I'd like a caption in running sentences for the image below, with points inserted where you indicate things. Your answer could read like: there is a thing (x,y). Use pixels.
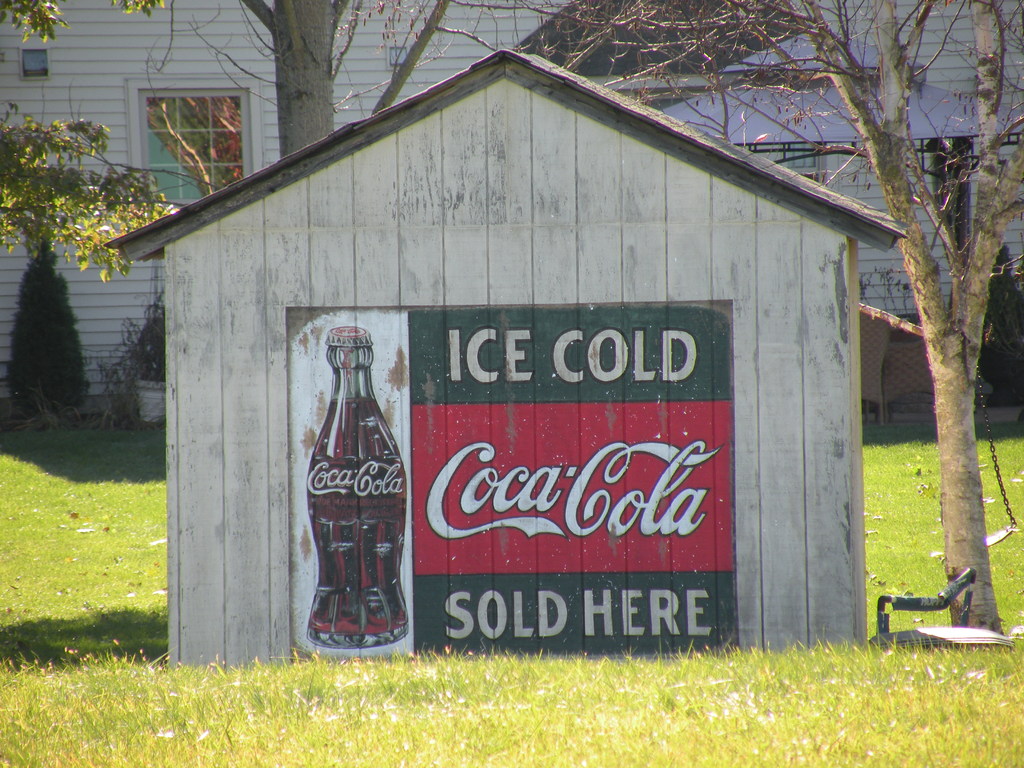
In the center of the image (622,266) there is a wooden hut (436,609). At the bottom of the image (476,721) there is grass (605,727) on the surface (716,729). In the background of the image (355,84) there is a building (244,77). There are plants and trees (991,84).
